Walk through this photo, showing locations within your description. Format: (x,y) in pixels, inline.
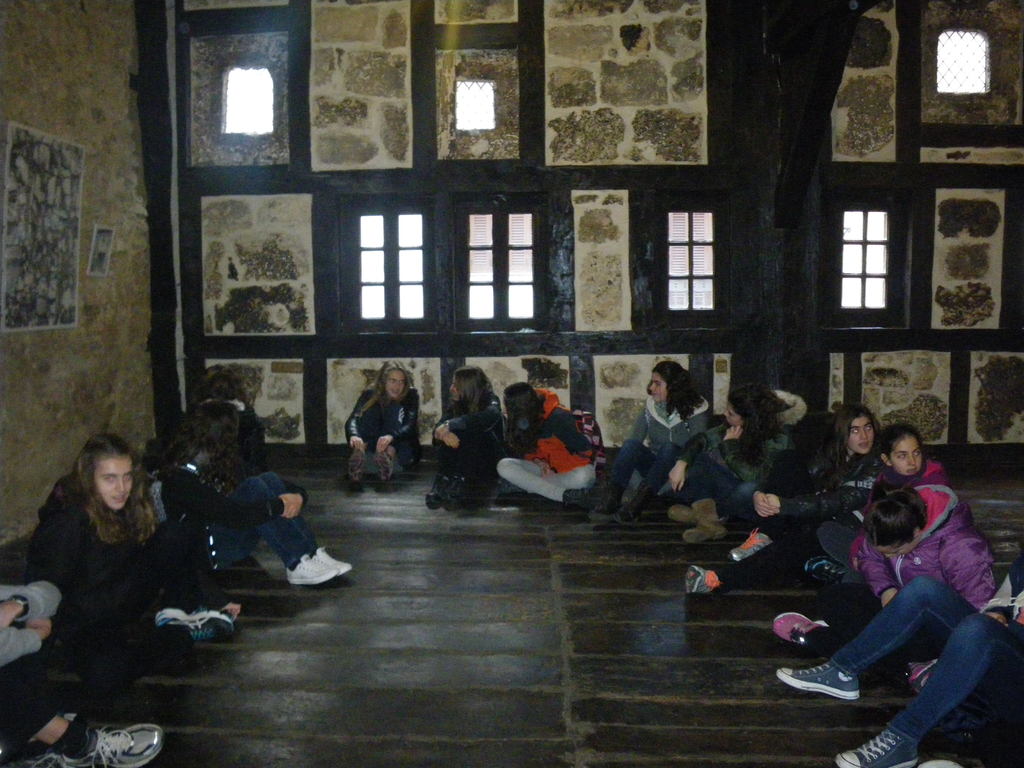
In this image I can see there are few person (910,535) sitting on the floor (485,611) and at the top (494,138) I can see the wall (732,231) and the window (940,57).
